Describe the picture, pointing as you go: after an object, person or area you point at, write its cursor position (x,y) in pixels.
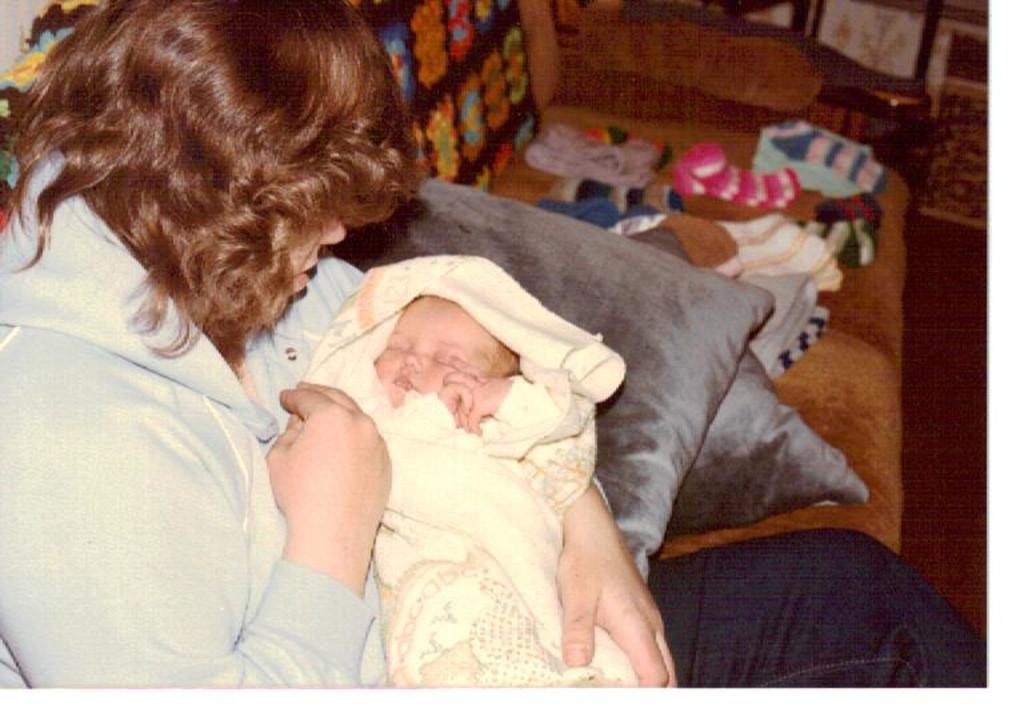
In this image, I can see the woman (242,570) sitting and holding a baby (549,449). These are the cushions (724,439). I can see the clothes (822,245) on the couch (877,402).
